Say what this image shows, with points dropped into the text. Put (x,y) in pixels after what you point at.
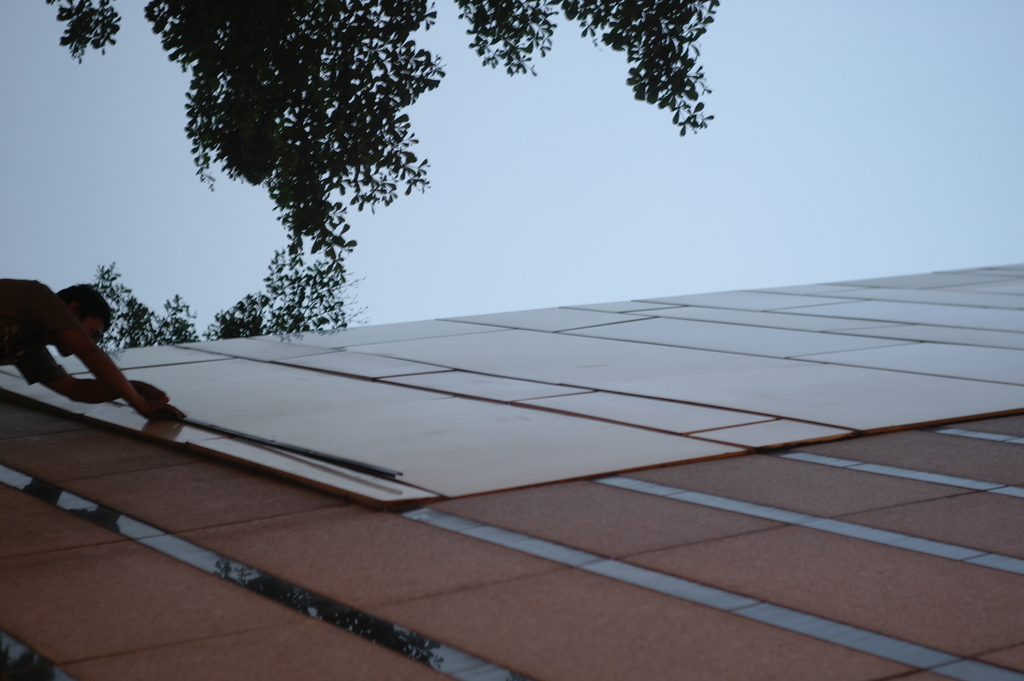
This image is in right direction. At the bottom (293,552) there is a wall (494,515). On the left side (22,325) there is a person (31,303) facing towards the wall (145,487) and holding a metal object (250,435) in the hands (161,410). At the top of the image (287,107) I can see the leaves (314,109) of a tree (311,133) and also I can see the sky (791,173).
